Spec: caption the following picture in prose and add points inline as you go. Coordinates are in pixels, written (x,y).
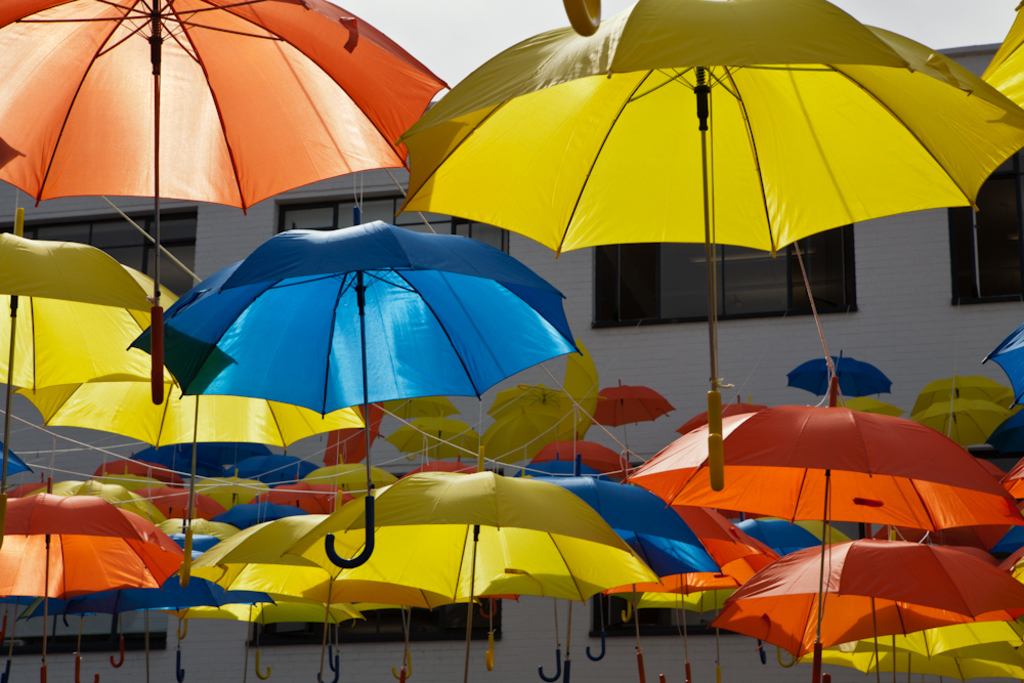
In the picture we can see some umbrellas (112,70) with the colors yellow, red, blue, which are tied with the strings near the building (239,220) which is white in color and some windows (701,285) to it.
